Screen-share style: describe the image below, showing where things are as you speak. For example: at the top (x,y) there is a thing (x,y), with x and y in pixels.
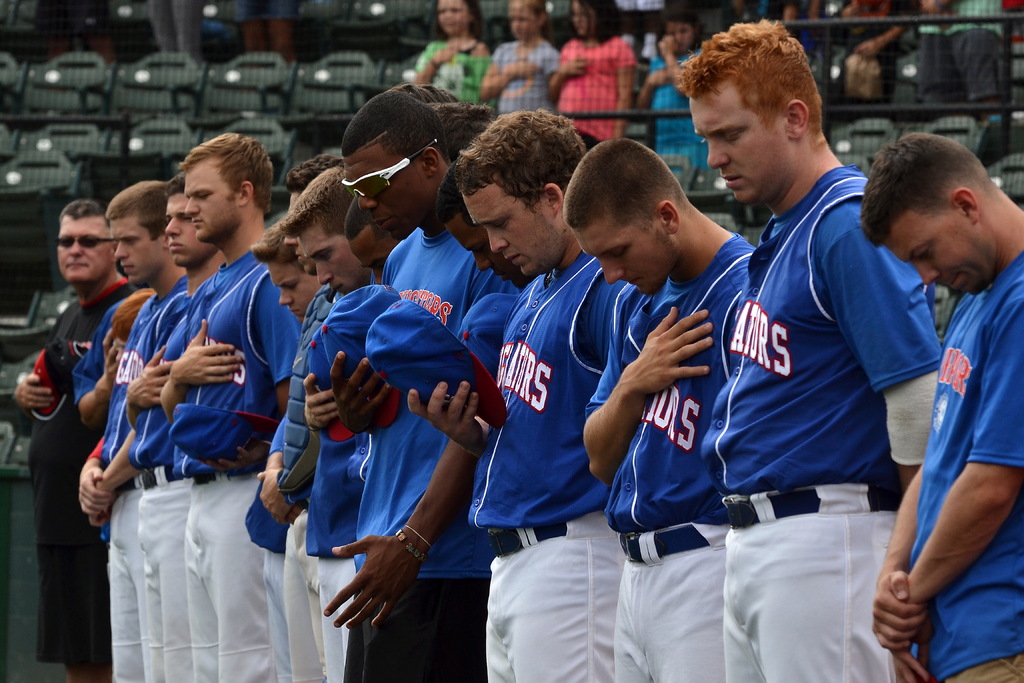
In this image we can see group of men (365,413) standing on the ground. In the background (189,131) we can see fencing (1012,34), persons (585,85) and chairs (177,95).
